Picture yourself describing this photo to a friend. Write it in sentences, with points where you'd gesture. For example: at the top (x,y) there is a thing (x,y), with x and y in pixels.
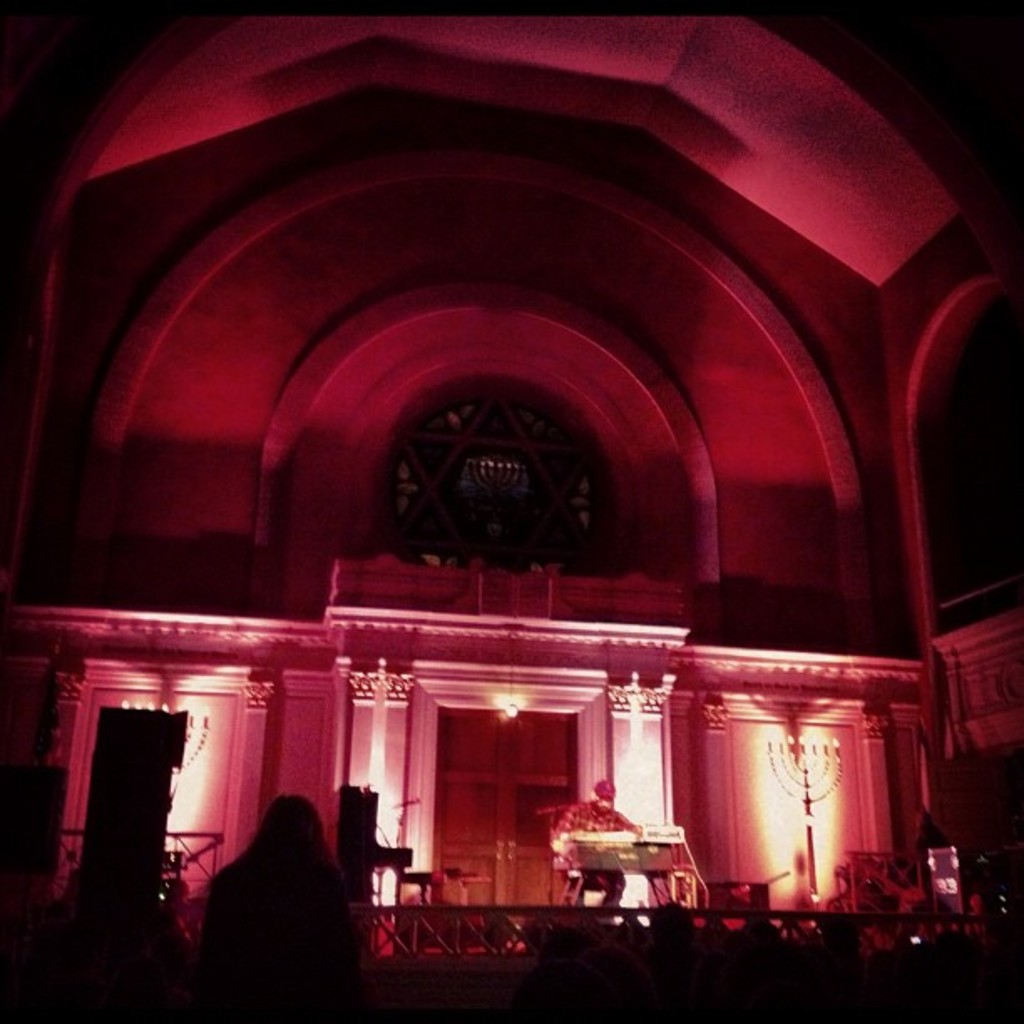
In the picture I can see a person (614,813) sitting and playing a musical instrument (626,831) and there are few objects (355,826) beside him and there are designed walls (619,702) which has few colored lights (782,832) on it in the background (660,806).
